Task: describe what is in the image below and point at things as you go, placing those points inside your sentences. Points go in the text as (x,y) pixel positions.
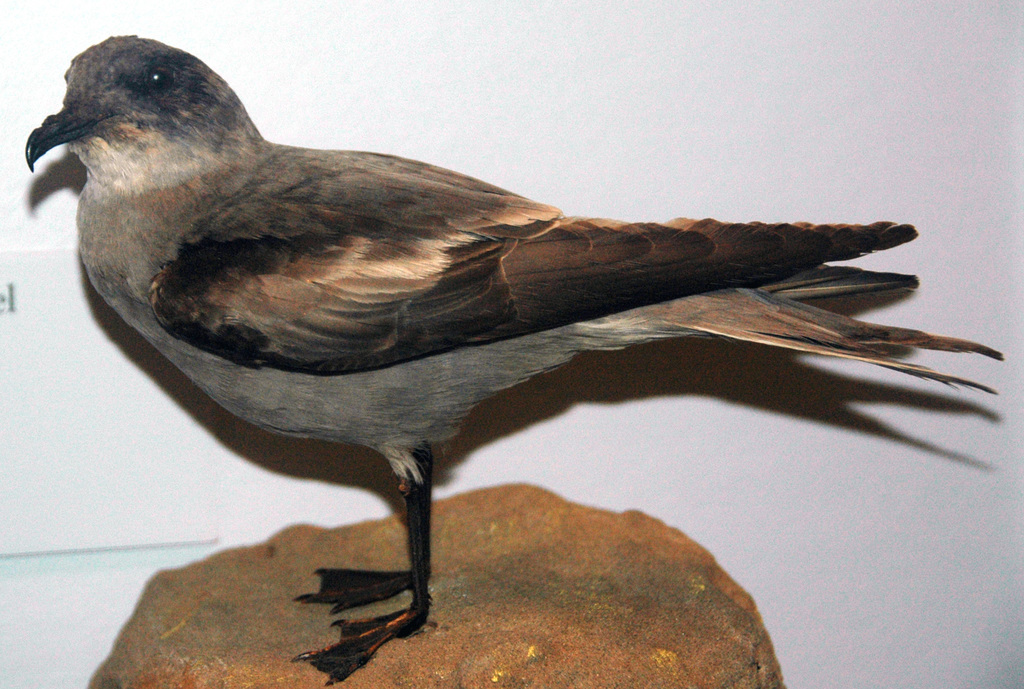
In this image we can see a bird (410,558) on the surface (550,583). In the background (382,56), we can see the wall (821,74).
